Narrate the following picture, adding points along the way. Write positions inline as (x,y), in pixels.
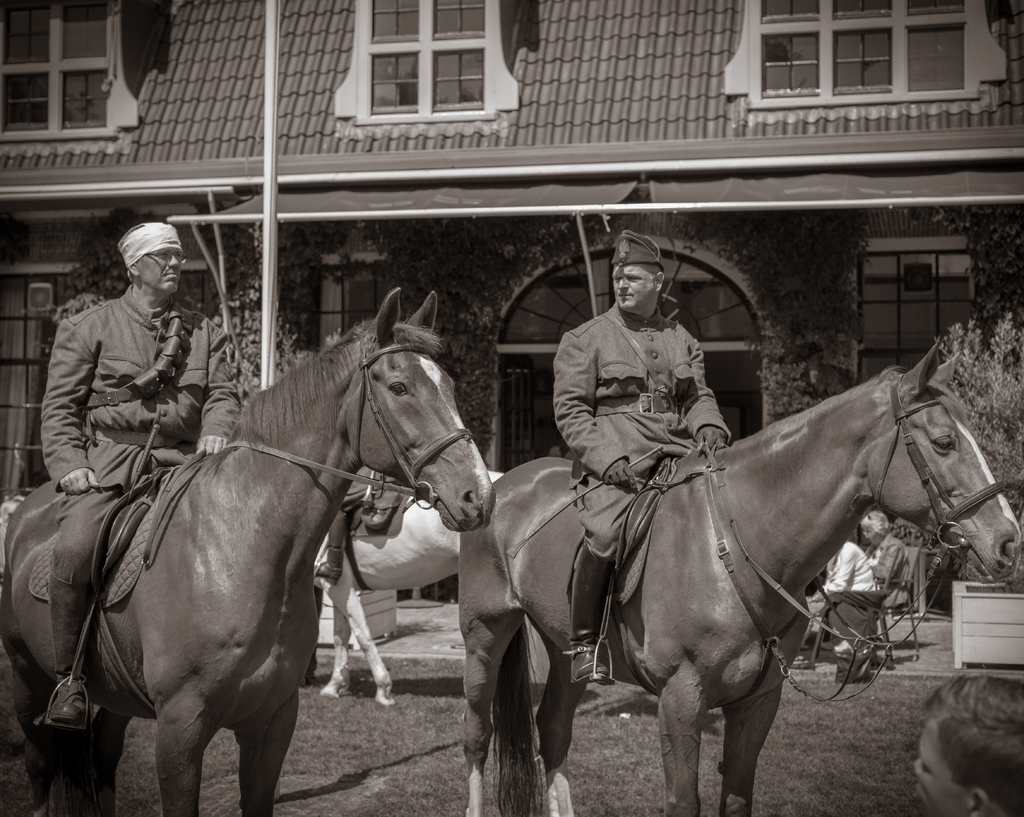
In this image there are two persons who are riding horses (775,634) and at the bottom right of the image (830,570) there is a person (887,558) sitting on the bench (907,563) and at the top of the image (611,77) there is a building (680,90).
